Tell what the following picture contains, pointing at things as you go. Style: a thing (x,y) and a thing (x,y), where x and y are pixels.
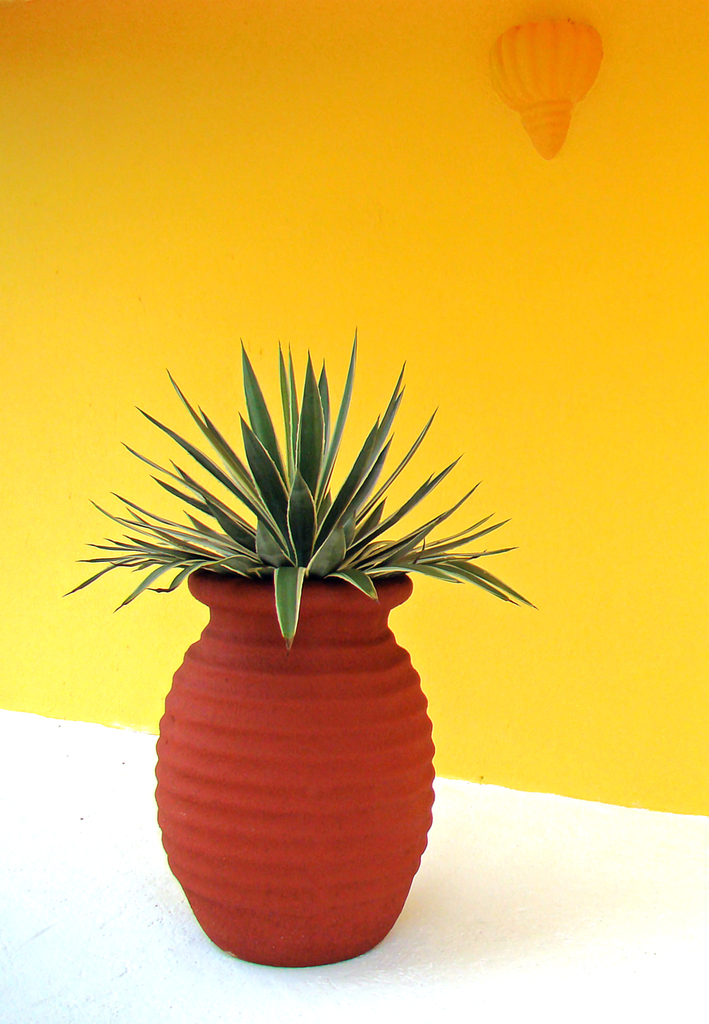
In the image we can see there is a pot (285,763) in which there is a plant (296,446) and behind there is a wall (509,259) which is in yellow colour.
